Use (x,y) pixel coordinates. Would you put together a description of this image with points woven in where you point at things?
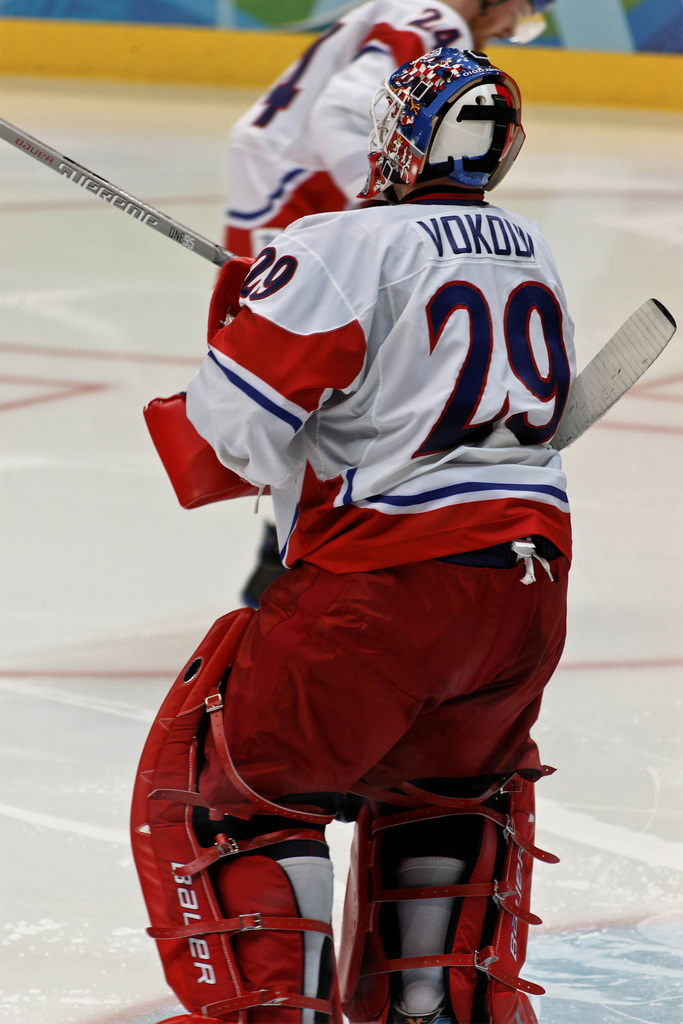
In this picture there is a person (343,389) holding a stick (105,194) and wore helmet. In the background of the image (206,162) we can see a person (429,15) and floor (210,121).
